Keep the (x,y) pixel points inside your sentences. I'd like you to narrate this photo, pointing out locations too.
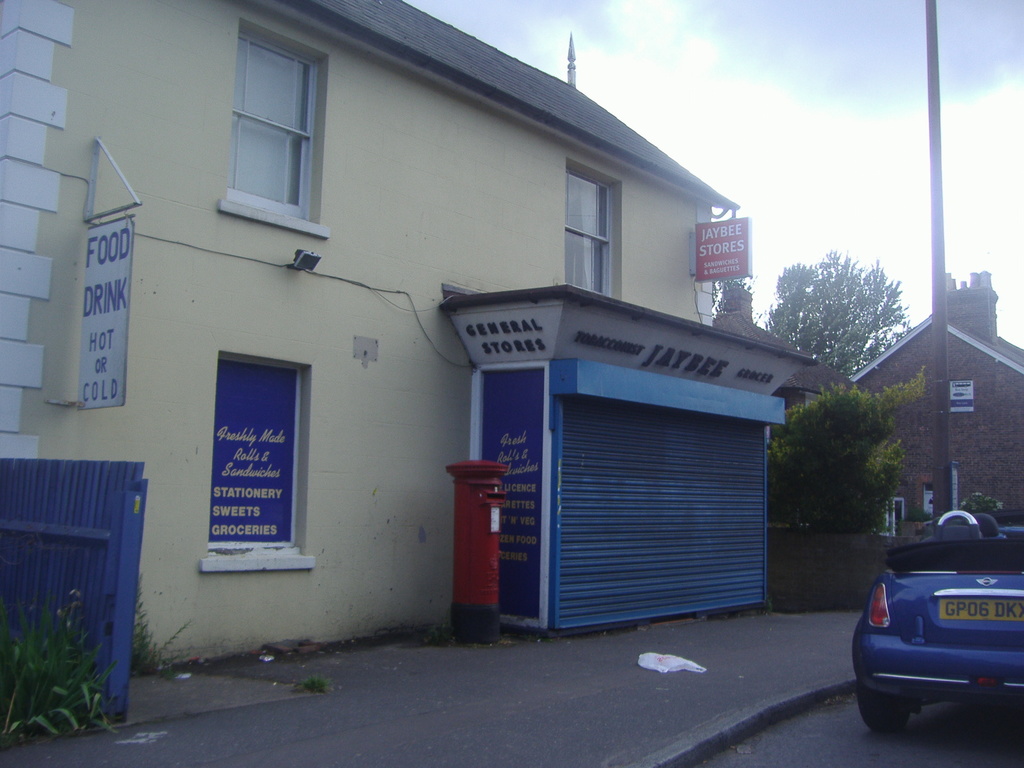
At the top of the picture (750,137) we can see sky (811,86) with clouds (846,136). Here we can see one house (454,210) with windows (569,212). This is a store (625,438), General stores (625,477). Near to it we can see post box (500,615). This is a road (855,752) and we can see one vehicle (929,662) on the road (837,752). This is a pole (934,158).
